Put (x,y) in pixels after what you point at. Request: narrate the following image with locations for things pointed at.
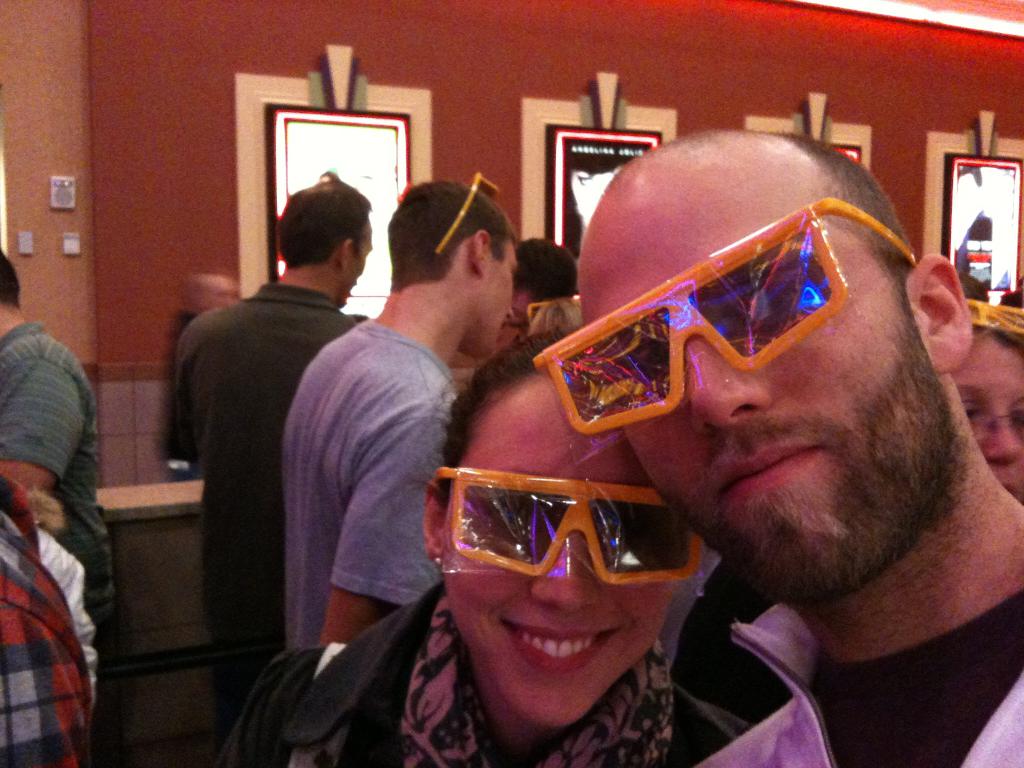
In this image I can see a group of people (501,456). In the background (489,79), I can see the wall (35,268) with switchboards (70,251).
